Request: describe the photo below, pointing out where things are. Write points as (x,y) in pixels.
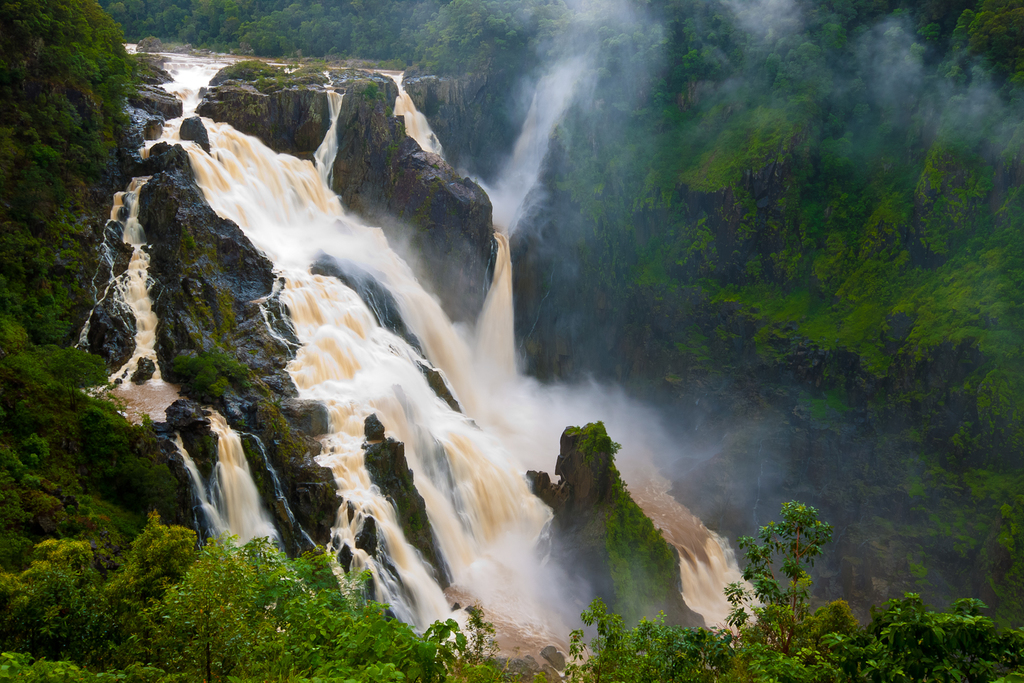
In this image we can see water falls (395,348), stones (105,228), there are some trees (44,301) on left (77,132) and right side of the image (854,39).
